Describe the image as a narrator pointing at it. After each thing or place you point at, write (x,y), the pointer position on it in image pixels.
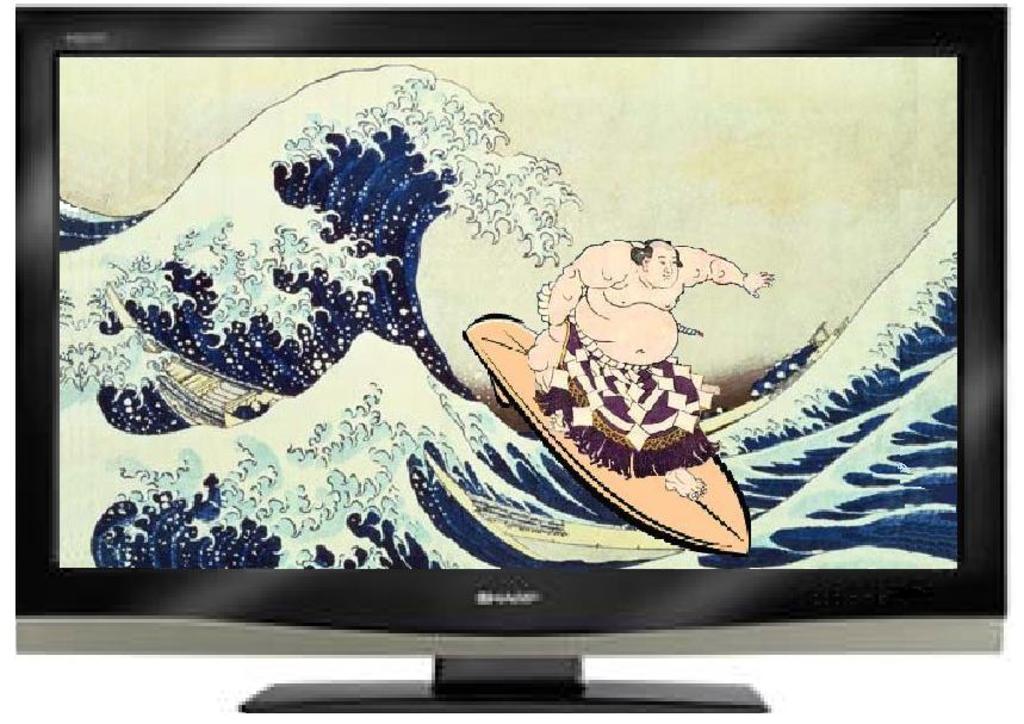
In this picture we can see a monitor (600,526), on this screen (586,417) we can see cartoon (581,358) of a person (628,336) who is surfing on a surfboard (657,478), we can also see water (576,515).
